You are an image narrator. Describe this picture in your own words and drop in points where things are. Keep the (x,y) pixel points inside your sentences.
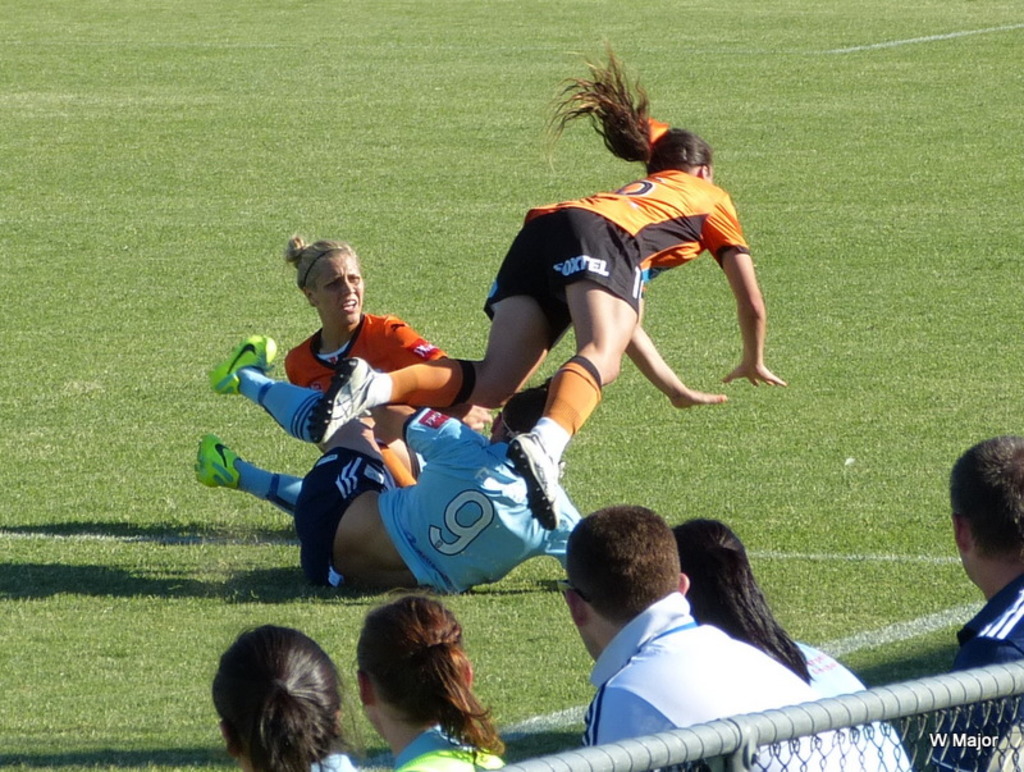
In this image we can see few people (318,720), some of them are playing in the ground (367,189) and there is a metal rod (835,717) with fence (893,742).
